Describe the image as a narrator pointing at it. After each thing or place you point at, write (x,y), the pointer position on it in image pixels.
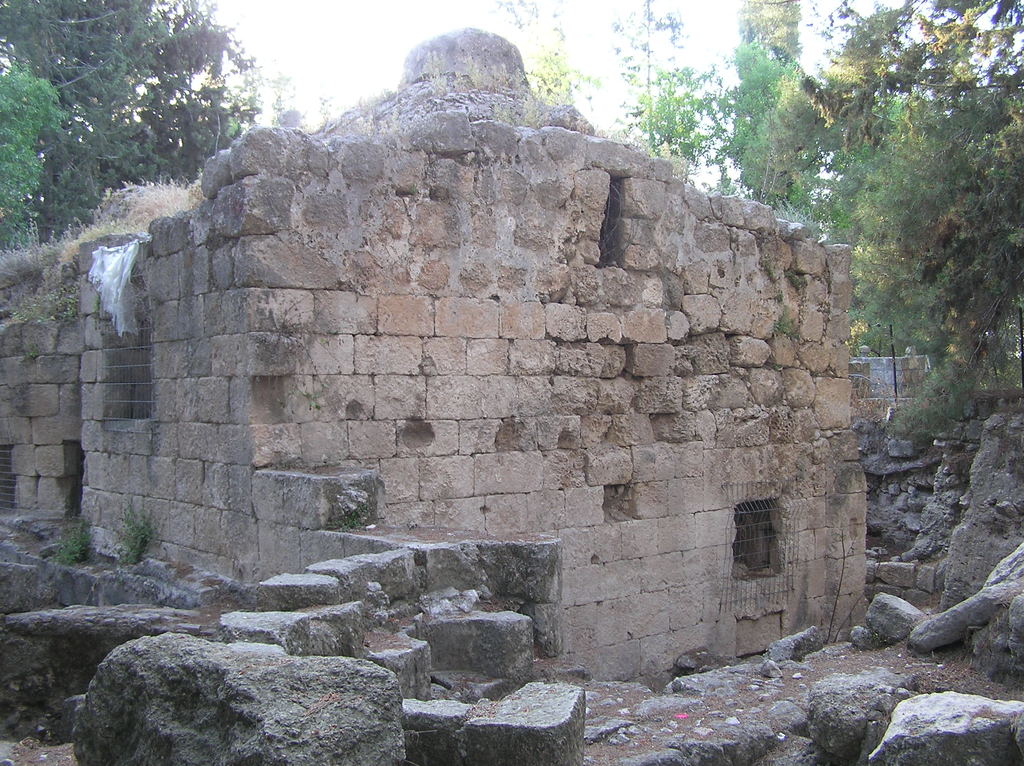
On the left side (263,688), there is a rock (339,714). On the right side (963,726), there is a rock (963,726). In the background (733,426), there is a brick wall (646,320) of an old building (21,323). Beside this building (284,467), there are stones (534,588), there are trees (74,27) and there is sky (231,6).
